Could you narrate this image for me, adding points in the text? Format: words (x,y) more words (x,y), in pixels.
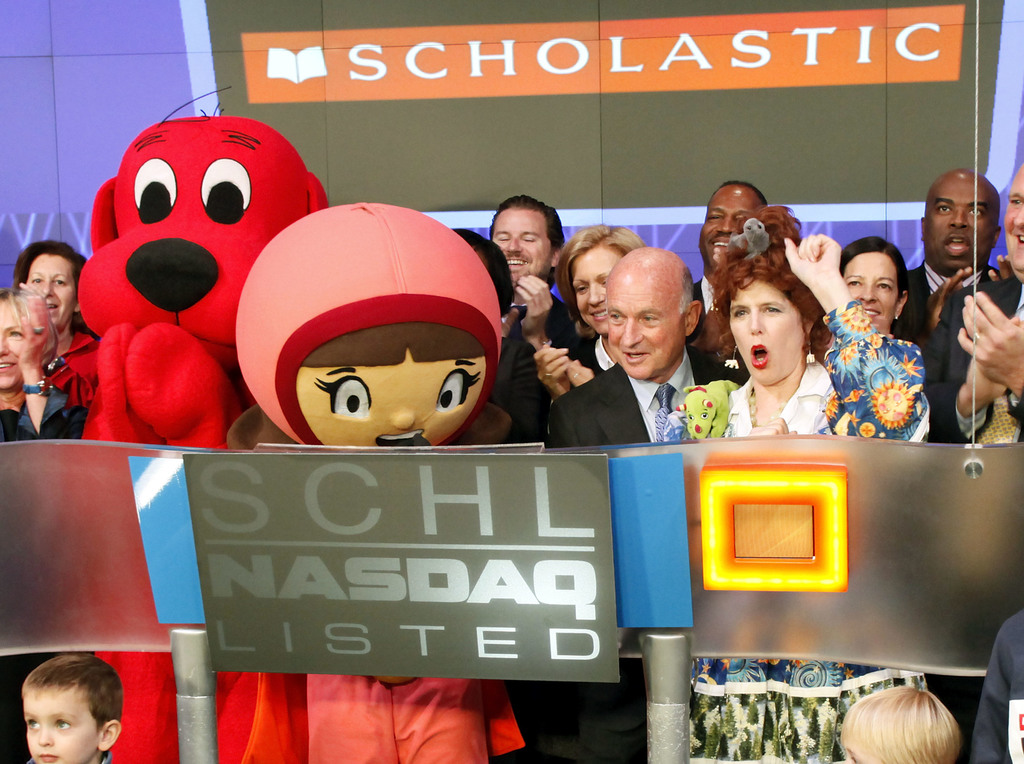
Here in this picture we can see a group of children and people (655,381) standing over a place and all of them are cheering and smiling and we can also see some people (214,381) in cosplay (196,373) and in front of them we can see some kind of barricade (168,532) present and behind that we can see banner (453,212) present.
